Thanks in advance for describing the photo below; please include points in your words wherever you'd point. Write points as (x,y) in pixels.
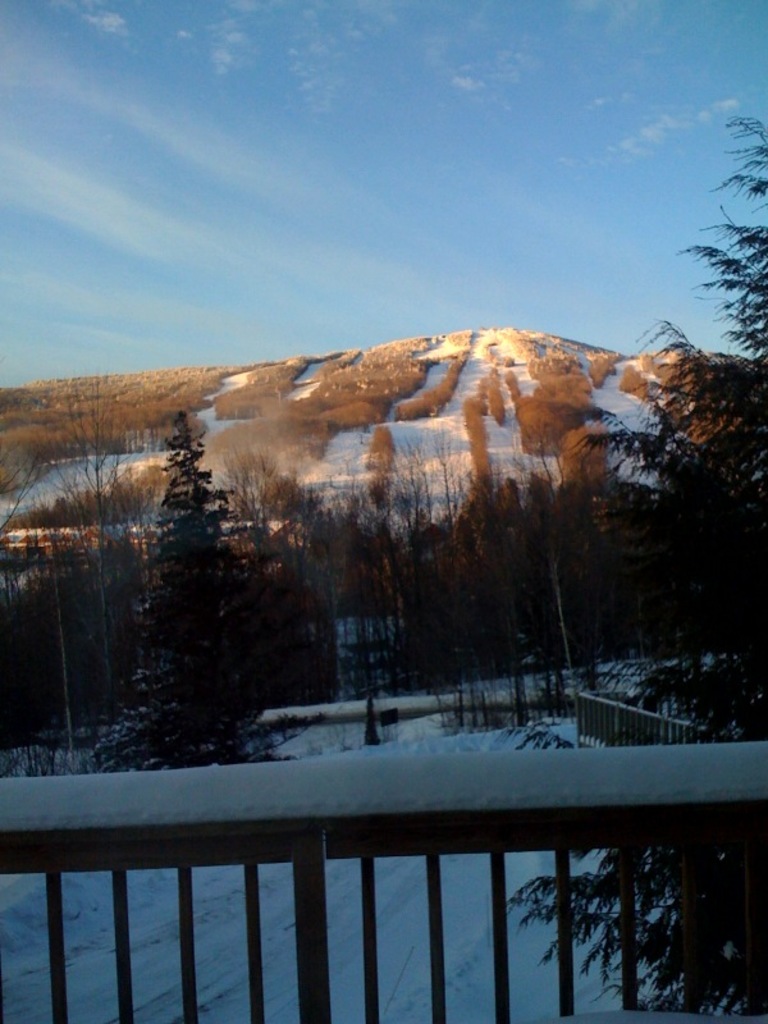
In this image, we can see railings (601,841), snow (510,1023) and trees (733,970). In the background (641,478), we can see snow (458,410), hill (463,410) and the sky (505,313).
